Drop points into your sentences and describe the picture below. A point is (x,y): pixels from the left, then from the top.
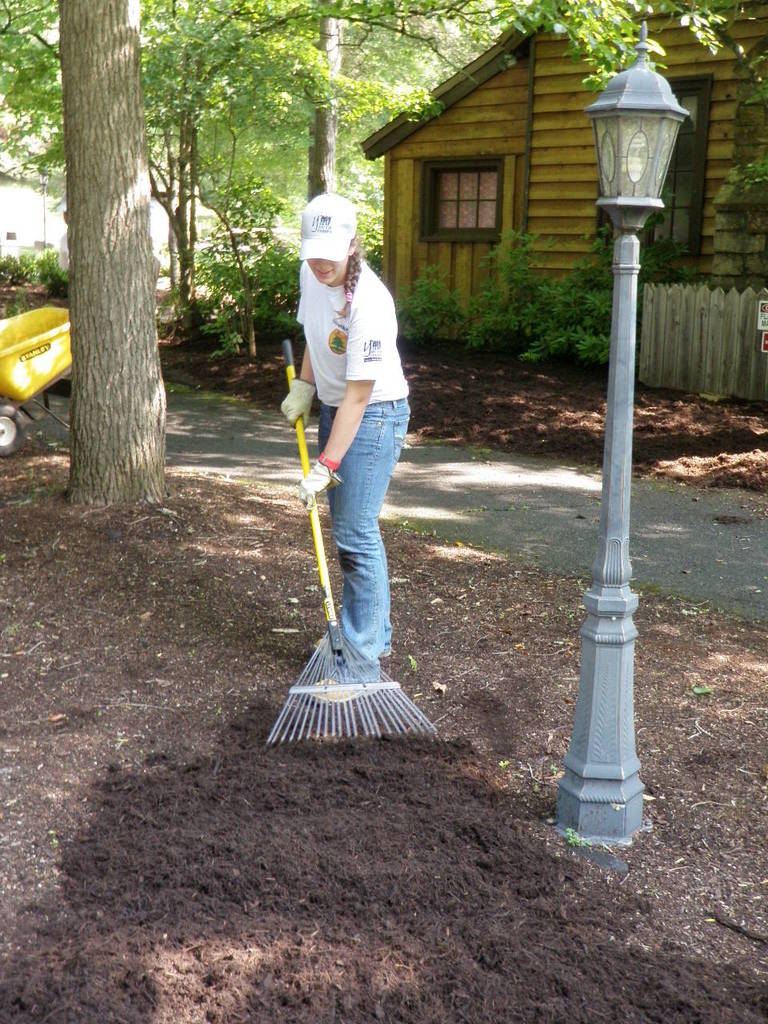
In this image I can see a person (380,337) wearing white shirt (380,389), blue pant (384,487) and holding a stick (310,507). I can also see a light pole (666,122), background (574,136) I can see a house (565,143) in brown color, trees (340,111) in green color.
